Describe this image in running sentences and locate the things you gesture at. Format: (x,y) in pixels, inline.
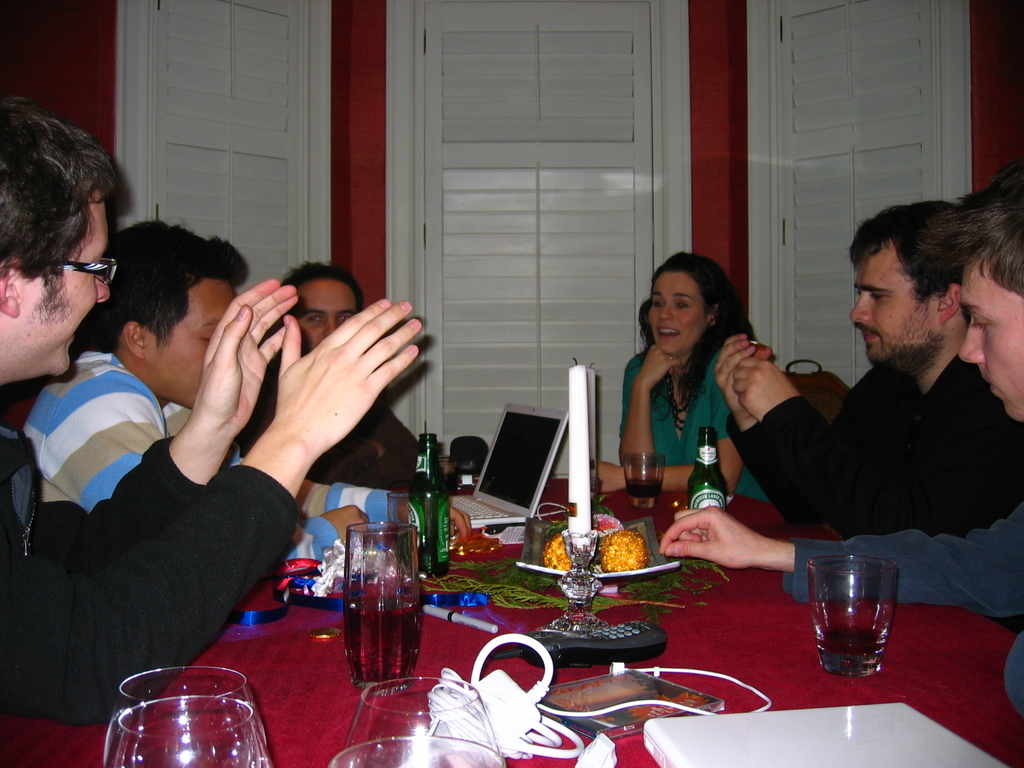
There are six members (198,412) sitting around a table (628,584). There is a woman (670,395) among the six (670,395), remaining five (47,305) were men (387,413). On the table (723,647) there is a laptop (470,499), bottle (447,506), glass (406,567) and a telephone (589,643) along with a candle (574,484) was placed. In the background (519,142) there are some doors (836,119) here.
